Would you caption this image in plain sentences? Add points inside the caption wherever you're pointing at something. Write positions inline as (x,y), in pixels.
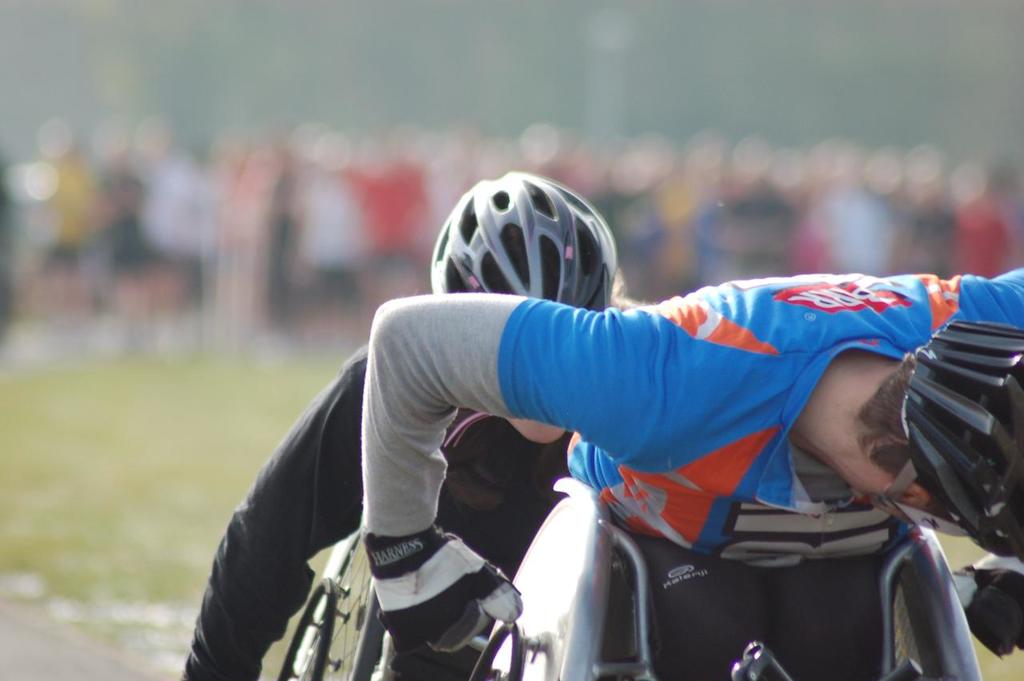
In this image we can see a few people (437,355), two of them (442,341) are riding on the wheelchairs (564,501), they are wearing helmets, and the background (861,54) is blurred.
